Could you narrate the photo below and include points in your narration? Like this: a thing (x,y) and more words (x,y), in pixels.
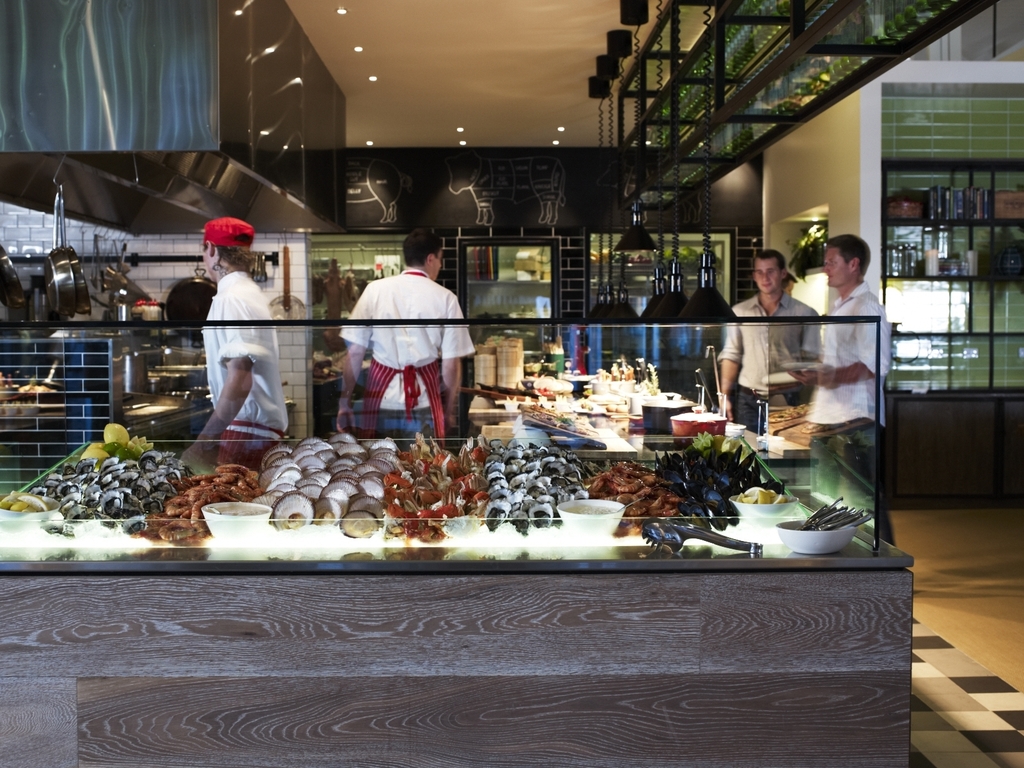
In this picture I can see there are two people (214,274) standing at the left side (231,408) and there are some food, plates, utensils (82,302), spoons (99,290) and there are few lights (655,303) attached to the ceiling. The people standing at the left side (241,400) are wearing aprons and there are two people (845,287) standing at the right side (856,279).
